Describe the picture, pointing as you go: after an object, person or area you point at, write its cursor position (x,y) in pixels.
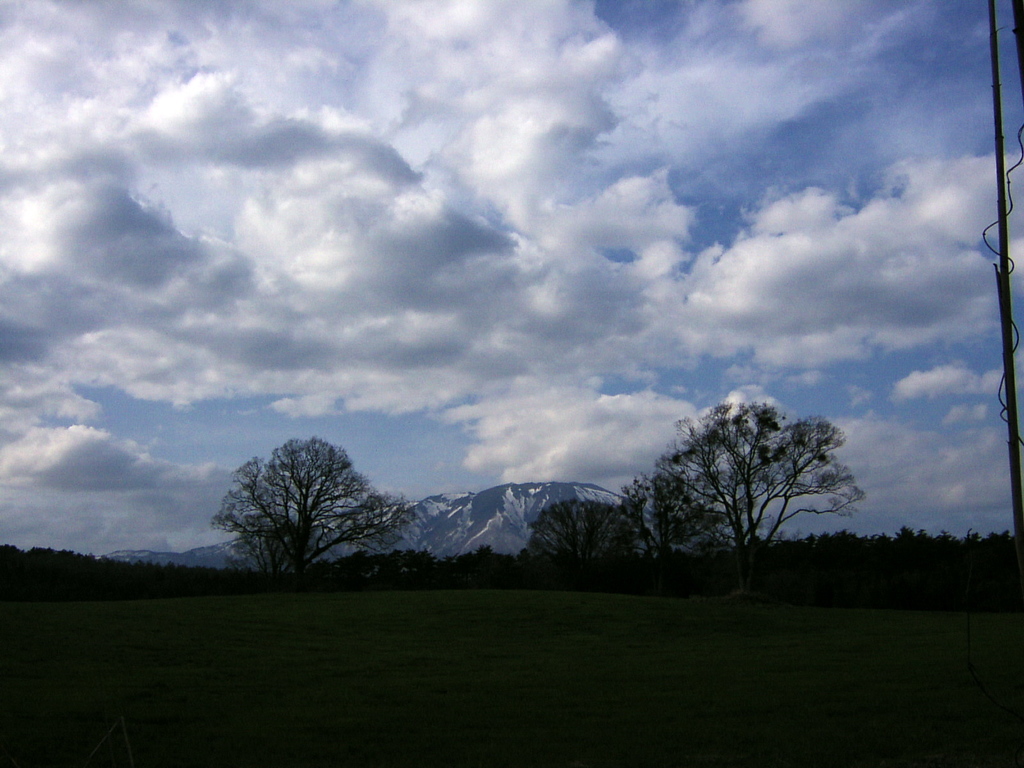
There is a meadow (275,627). In the back (387,569) there are trees (596,553), hills (486,524) and sky (479,222) with clouds (508,199).
